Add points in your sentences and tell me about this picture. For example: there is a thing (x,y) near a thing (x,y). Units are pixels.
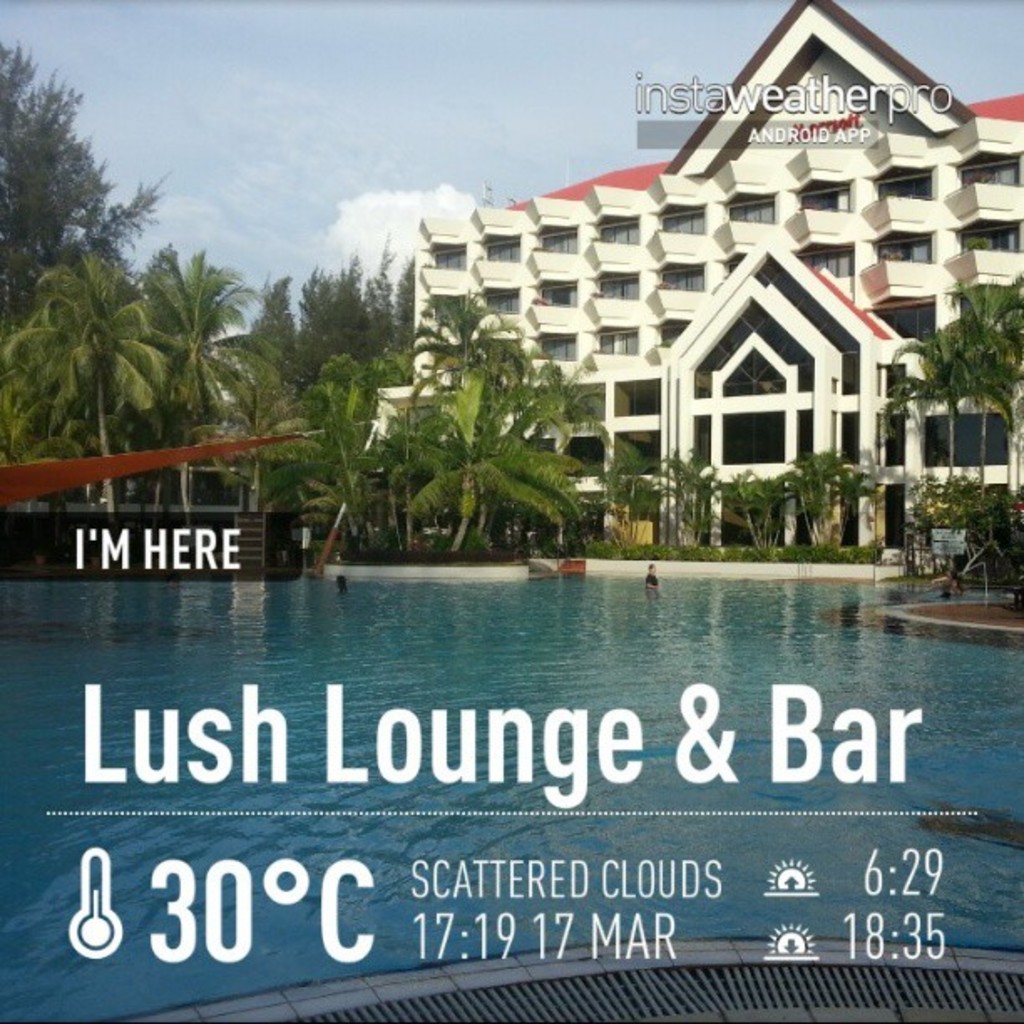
There is water (572,631). In the back (419,421) there are many trees (527,486) and building (703,271) with windows (563,303). Also there is sky (296,97) with clouds (345,220). Also something is written on the image. At the bottom (533,1003) there is a drainage grill (699,1002).
